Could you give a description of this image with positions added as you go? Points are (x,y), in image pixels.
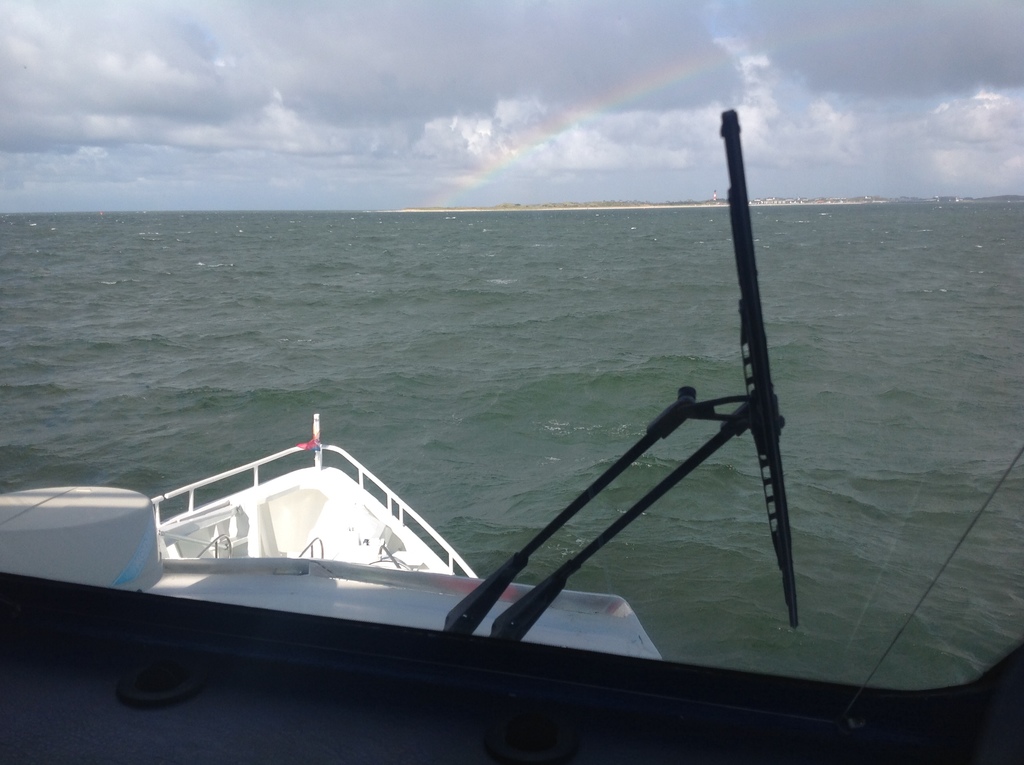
In this image in the foreground (585,649) there might be ship (275,664), and in the ship (459,630) there are some objects (140,688). And in the background (426,244) there is a sea (840,290), and at the top (951,86) there is sky (603,113).
